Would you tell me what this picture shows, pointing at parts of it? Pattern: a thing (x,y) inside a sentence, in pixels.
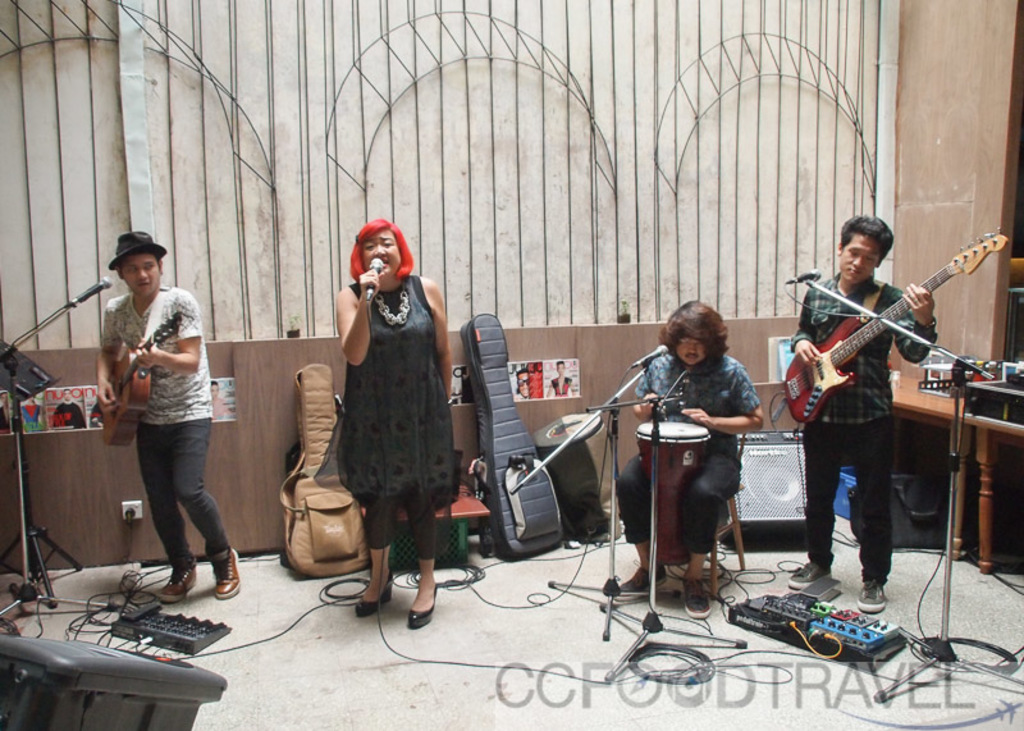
In this image there is a woman (392,388) standing and singing a song in the microphone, another man (177,372) standing and playing a guitar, another man (833,446) standing and playing a guitar (791,372), another man (739,441) sitting and playing the drums (689,425), in the back ground (325,392) there are guitar bags (304,557), cables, speakers (731,538), table (901,410), and some iron grills (536,265).
